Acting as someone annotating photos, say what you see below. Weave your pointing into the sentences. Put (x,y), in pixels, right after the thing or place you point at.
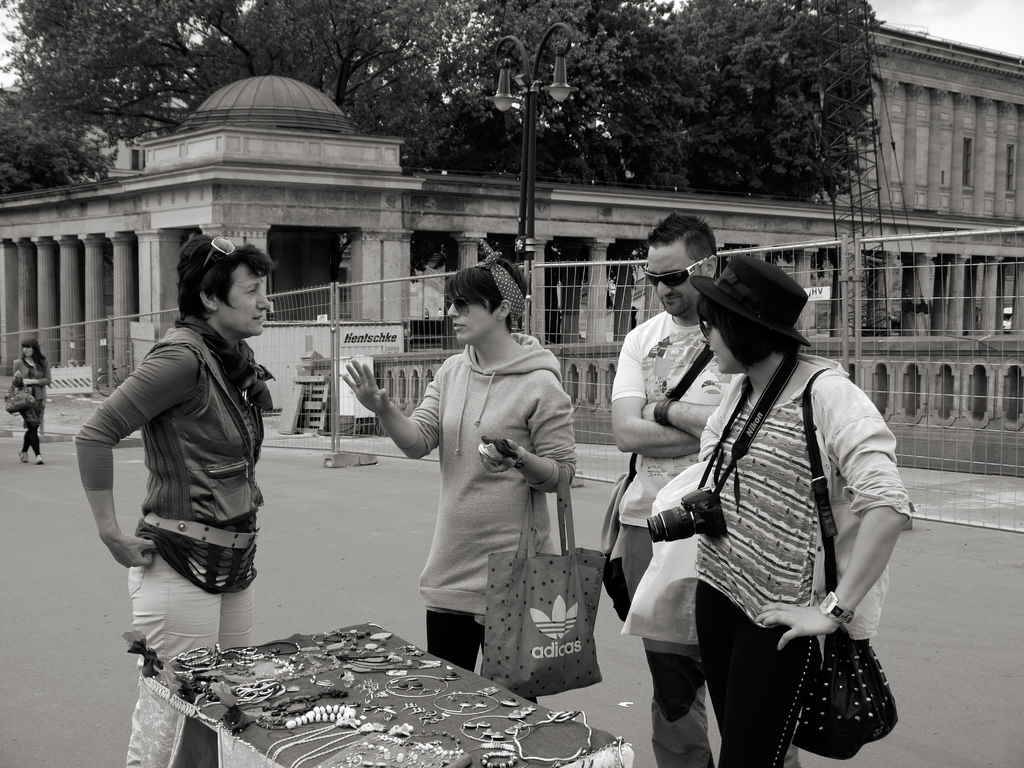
Here in this picture we can see a group of people (528,365) standing on the road (585,531) and in front of him we can see a table (305,641) with number of ornaments (298,704) present and we can see all of them are carrying goggles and the woman (789,345) on the right side (774,320) is wearing a hat (748,316) and carrying a bag (854,699) with a camera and two other people (625,517) beside her also are carrying bags (528,513) and the woman (483,336) in the middle (472,493) is speaking something and in the far we can see other woman (44,374) walking and we can also see a fencing (306,305) present and we can also see an old monumental building (685,207) present and we can see plants (169,122) and trees (479,150) present and we can also see lamp post (533,114) present and we can see the sky (980,2) is cloudy.
